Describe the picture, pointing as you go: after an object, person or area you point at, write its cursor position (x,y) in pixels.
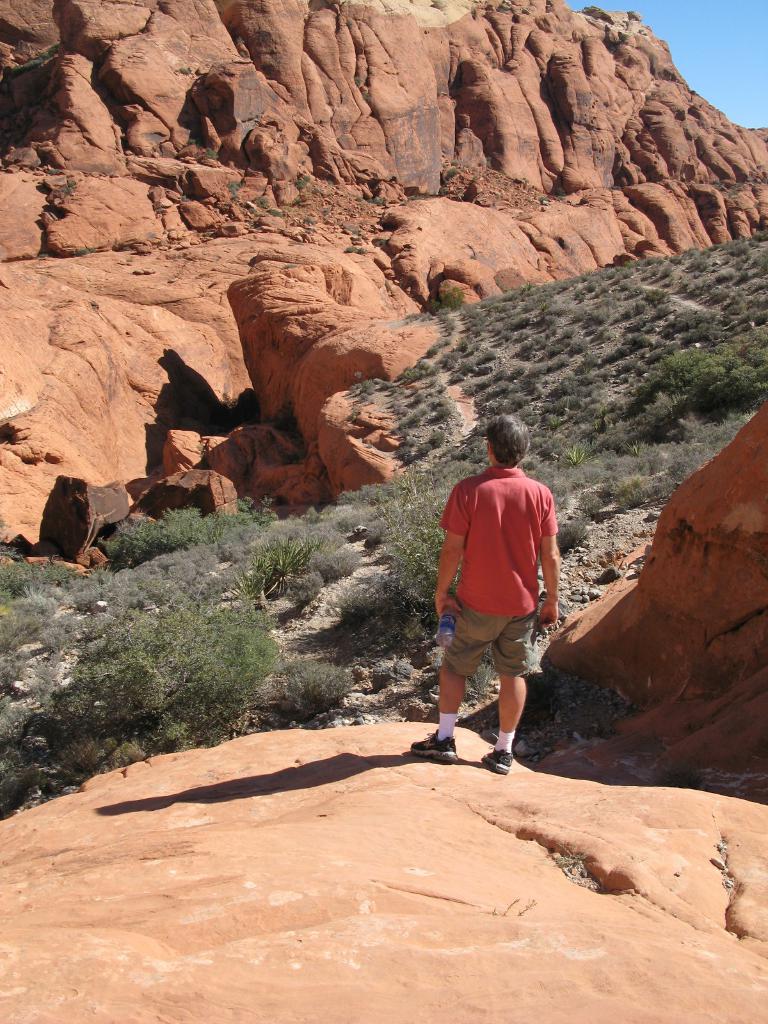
In this image there is a man (497,512) standing on a rock (459,818). He is holding a bottle (442,630) in his hand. In front of him there are plants (148,637) and grass (561,362) on the ground (178,634). In the background (255,206) there are rocky mountains (371,212). In the top right (713,44) there is the sky (720,64).
